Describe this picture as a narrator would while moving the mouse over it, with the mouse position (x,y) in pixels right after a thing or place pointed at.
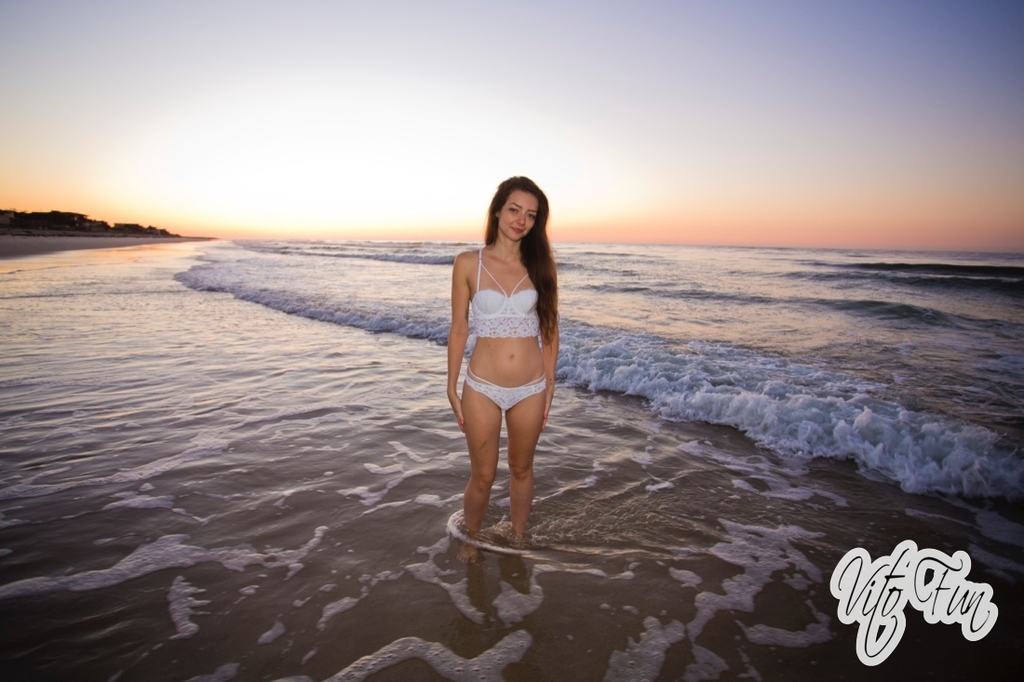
In this image we can see a woman (501,281) standing in the sea (563,246), far we can see some buildings (26,224) and in the background (61,179) we can see the sky (297,152).
